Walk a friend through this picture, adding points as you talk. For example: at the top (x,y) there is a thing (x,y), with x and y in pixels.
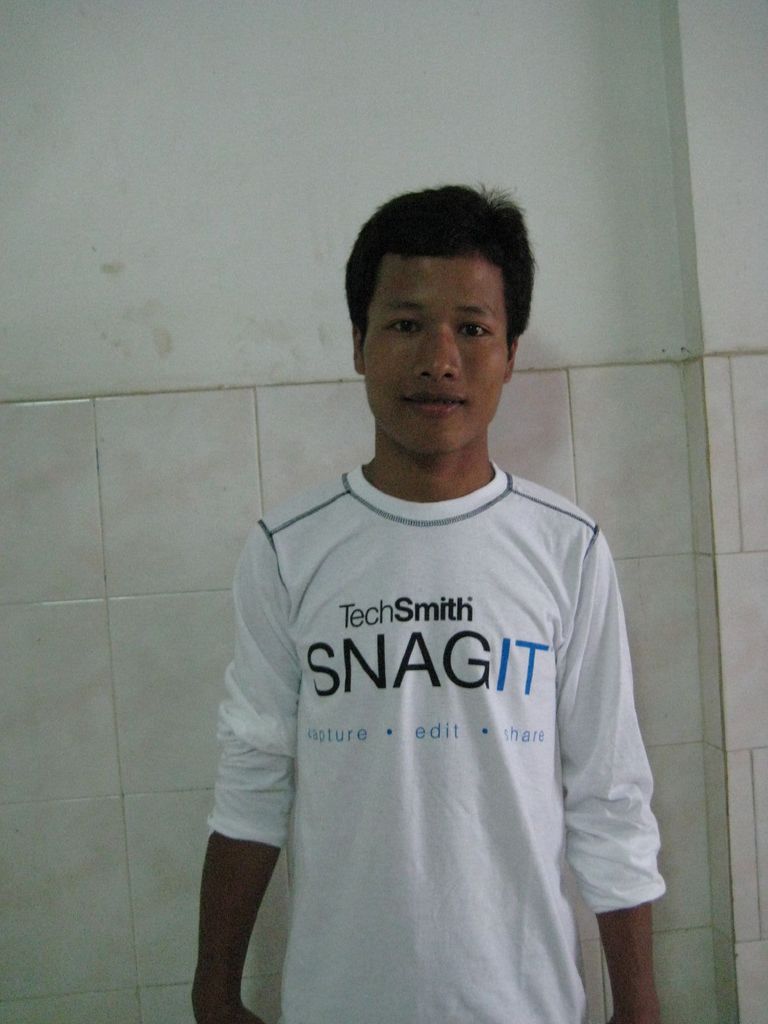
On the background of the picture (498,76) we can see a white wall (617,90) and these are the tiles (656,549) in white and light pink in colour. Here we can see a man (547,635) with white shirt (550,728) giving a smile to the camera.
